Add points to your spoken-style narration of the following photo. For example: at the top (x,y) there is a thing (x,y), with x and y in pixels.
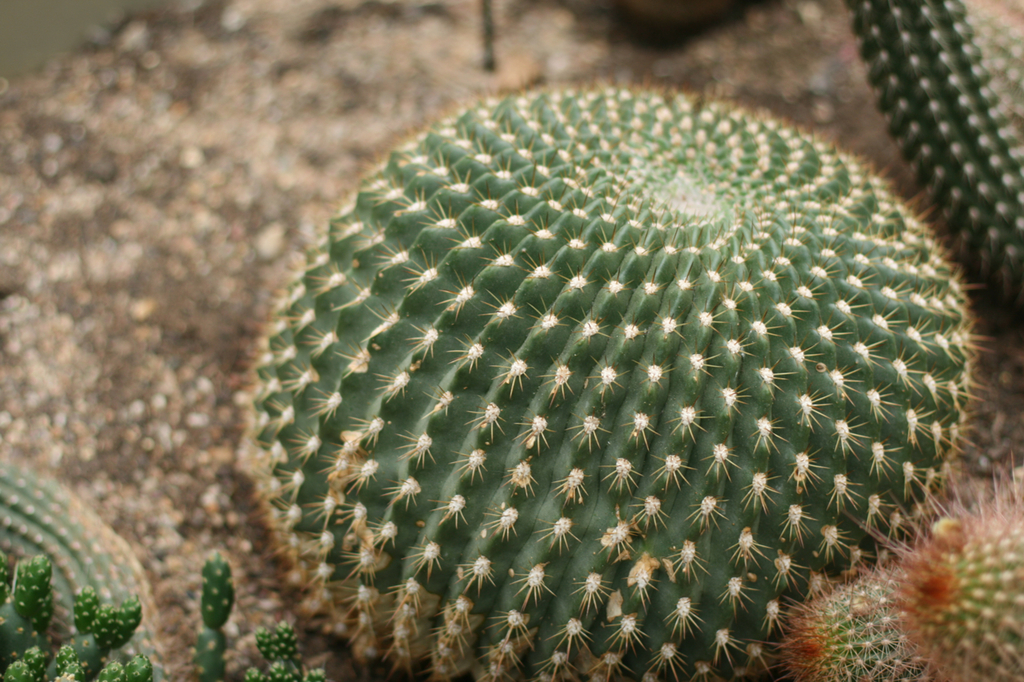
In this image I can see few cacti (519,446) in green color.
